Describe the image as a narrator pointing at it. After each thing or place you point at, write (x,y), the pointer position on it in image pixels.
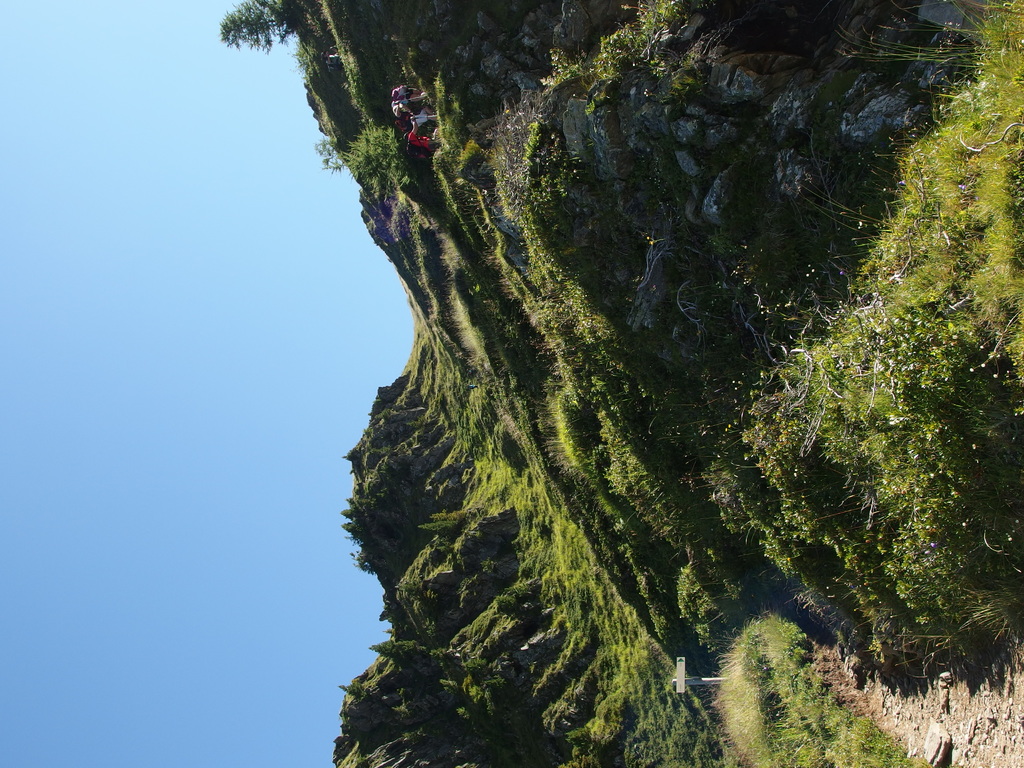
On the right side (896,186), we see the grass (951,212) and the shrubs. Beside that, we see small stones (918,729). At the top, we see people (405,130) are standing. In the middle of the picture (469,463), we see trees (385,138) and hills (444,194). On the left side (93,462), we see the sky (165,590), which is blue in color.
